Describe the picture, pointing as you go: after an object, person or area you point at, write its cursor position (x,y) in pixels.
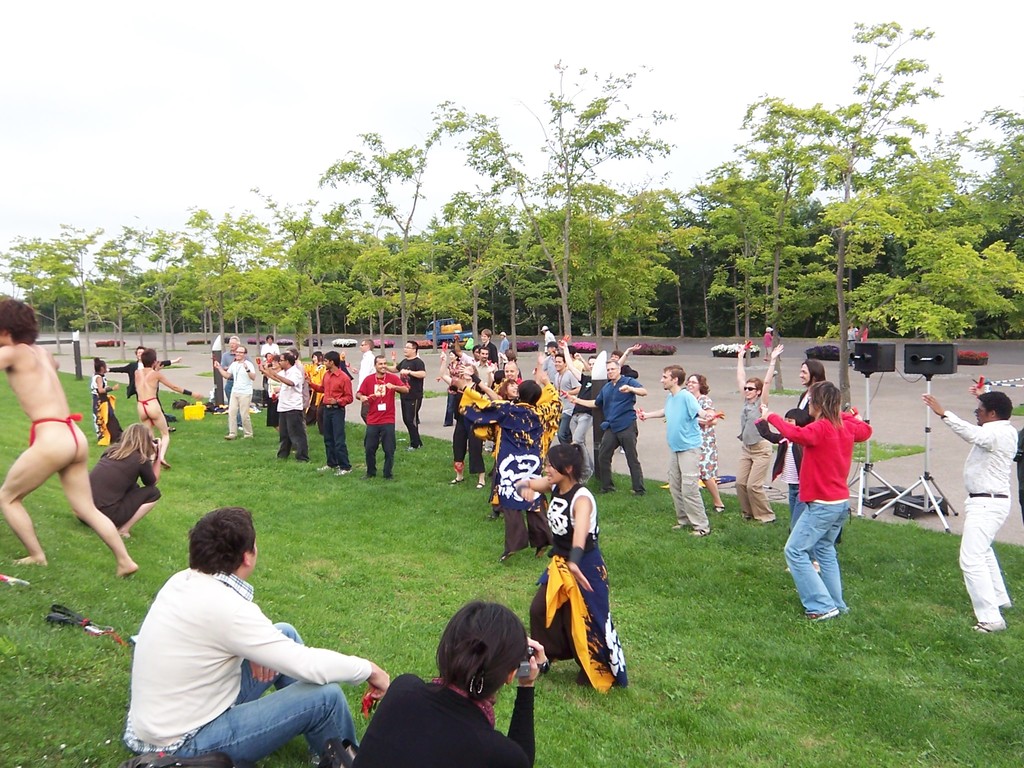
This picture shows a few people (367,421) standing and few are lifting their hands (930,400) up and we see few are seated on the ground (593,746) and few trees (987,254) and we see a mini truck (429,324) and couple of speakers (942,360) to the stands (878,515) and a cloudy sky (360,205) and we see grass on the ground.
